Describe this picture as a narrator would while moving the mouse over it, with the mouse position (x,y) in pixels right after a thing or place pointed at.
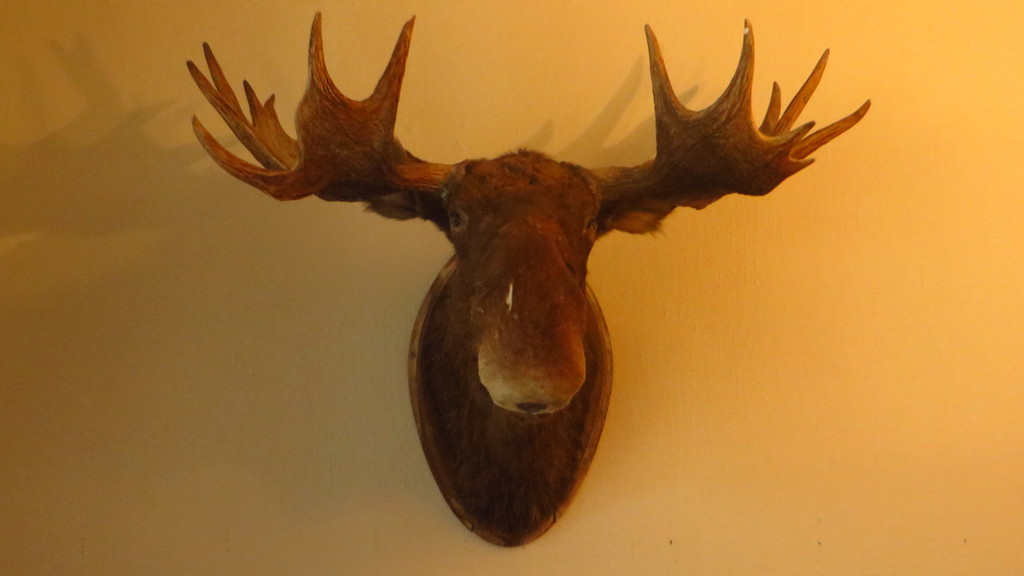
In this image we can see a decor (523,350) placed on the wall (784,385).
